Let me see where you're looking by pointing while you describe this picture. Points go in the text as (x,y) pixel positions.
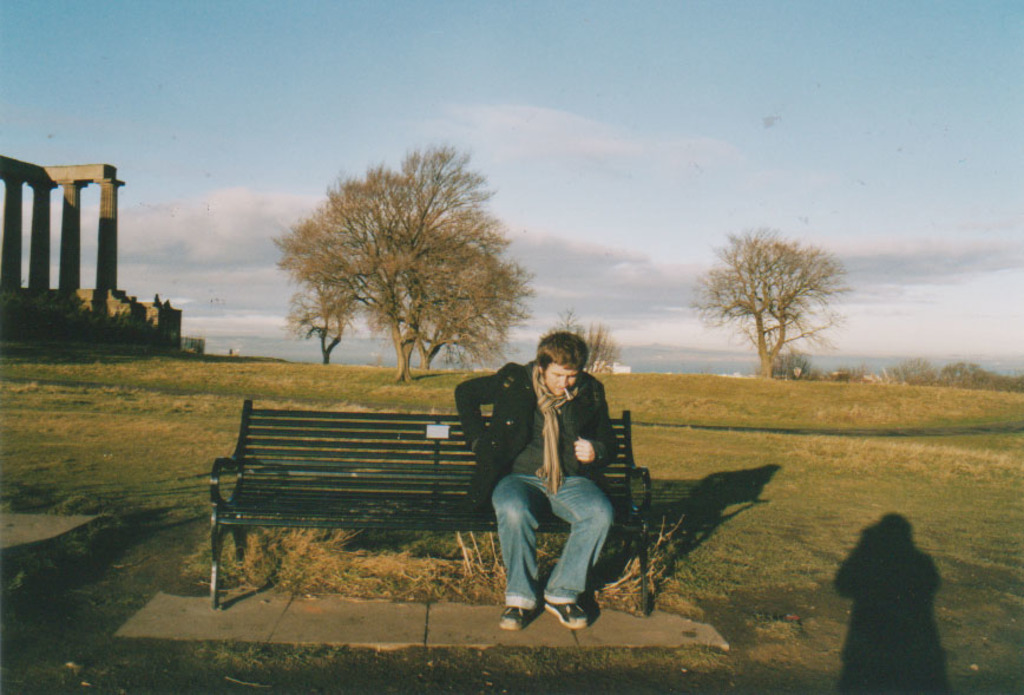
This person (528,437) sitting on the bench (433,487) and wear black color dress (584,421) and we can see shadow (906,619) of the person (592,545). Behind this person (549,344) we can see trees (428,240), sky (670,333) with clouds (664,308), pillars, grass (423,566).
